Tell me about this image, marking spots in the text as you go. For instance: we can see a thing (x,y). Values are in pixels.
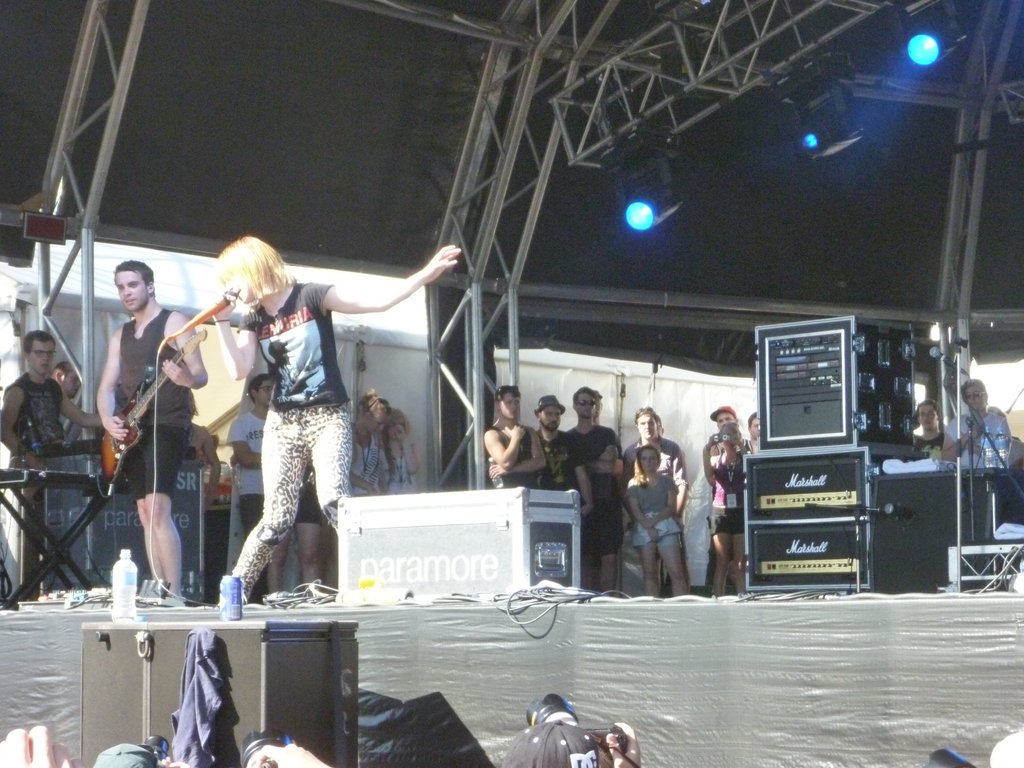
In this picture we can see there are two people (241,252) standing on the stage (248,608) and the woman (254,319) is holding a microphone (215,306) and the man (161,365) is holding a guitar (124,411). Behind the people (131,395) there are some people (734,539) standing and some musical instruments (916,529). At the top (925,88) there are lights (659,190) and iron objects (754,49). In front of the people (139,362) there is a tin (227,583), bottle (120,575) and a person (523,736) is holding a camera (546,715) and some objects (249,725).
